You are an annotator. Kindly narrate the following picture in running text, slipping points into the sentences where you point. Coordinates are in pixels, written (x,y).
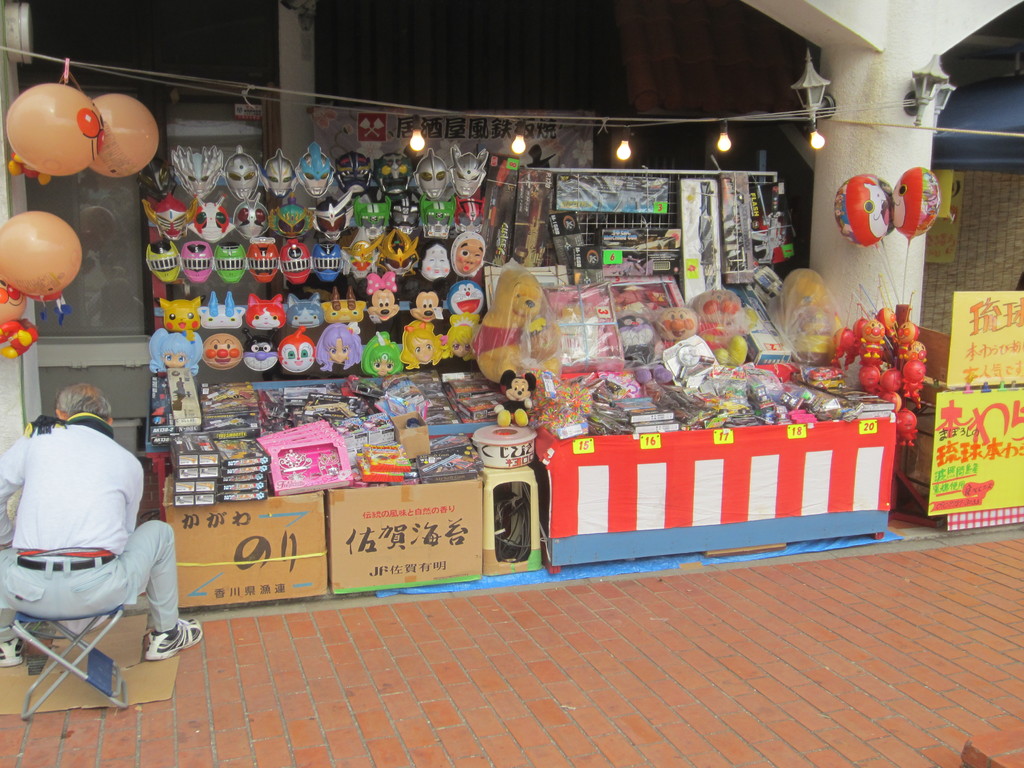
In this image in the center (602,288) there are some boxes (435,500) and toys (697,354), on the left side (107,598) there is one person (79,546) who is sitting on a stool (87,646). And there are some balloons (57,139), in the center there is a rope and lights (821,144) and in the background (437,26) there is a house (778,106) and a pillar (841,260). At the bottom (458,681) there is a floor (458,681).
